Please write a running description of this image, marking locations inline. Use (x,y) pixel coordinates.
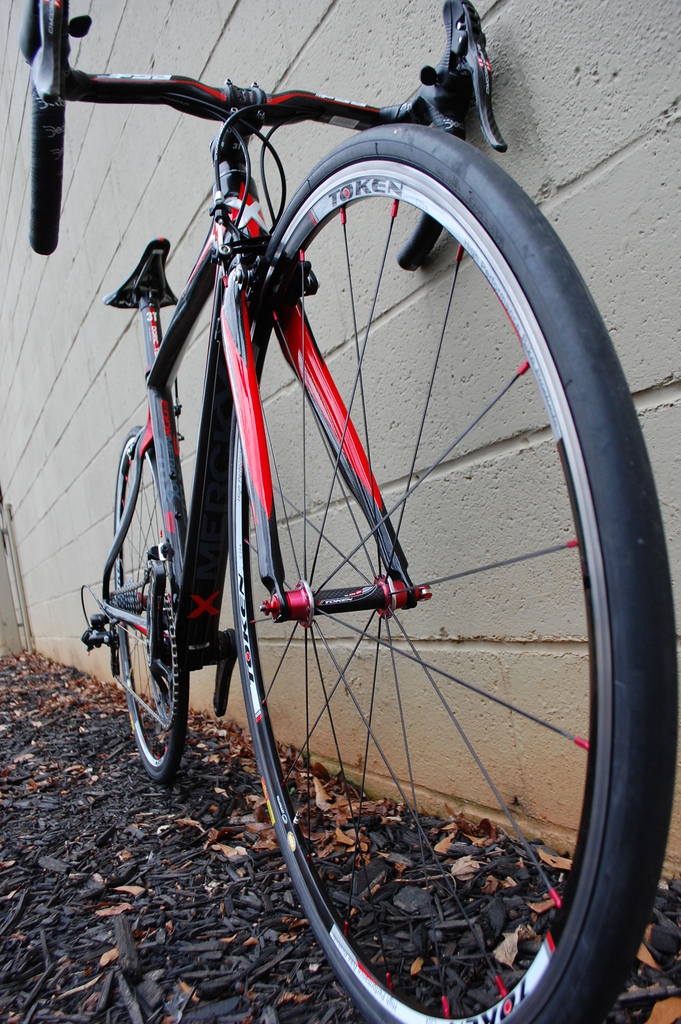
In this image we can see a bicycle (637,552) parked near the wall (677,112). Here we can see the dry leaves (3,714) on the ground (16,692).
